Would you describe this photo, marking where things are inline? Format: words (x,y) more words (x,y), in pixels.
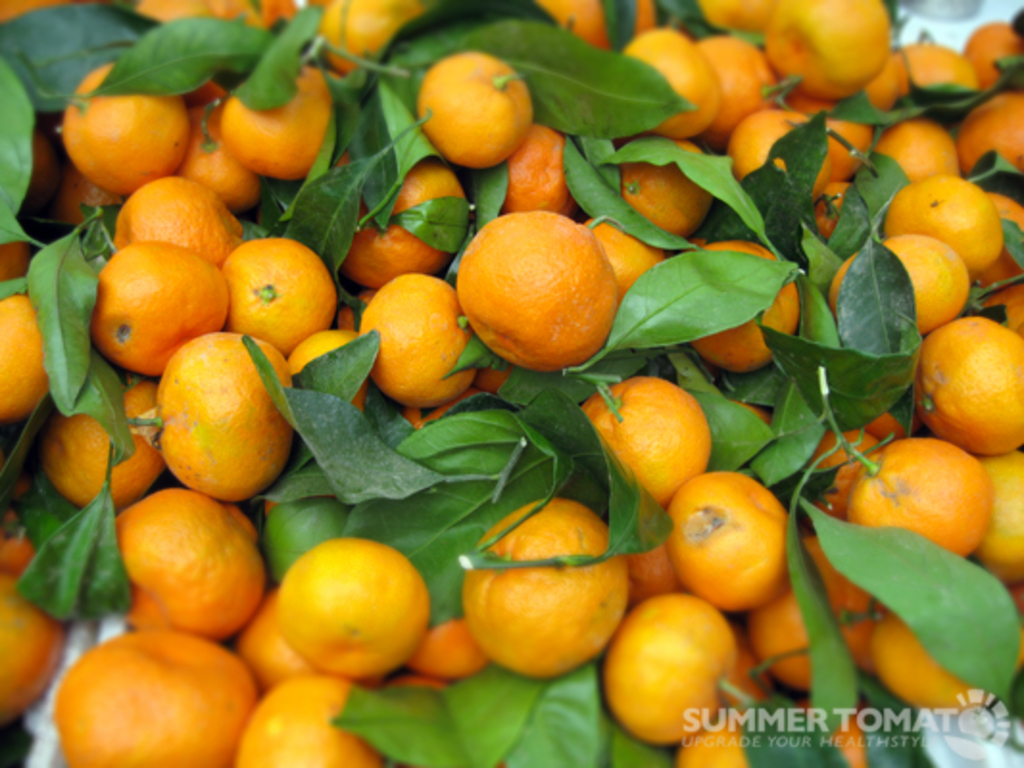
As we can see in the image there are fruits (722,557) and leaves (482,418).
